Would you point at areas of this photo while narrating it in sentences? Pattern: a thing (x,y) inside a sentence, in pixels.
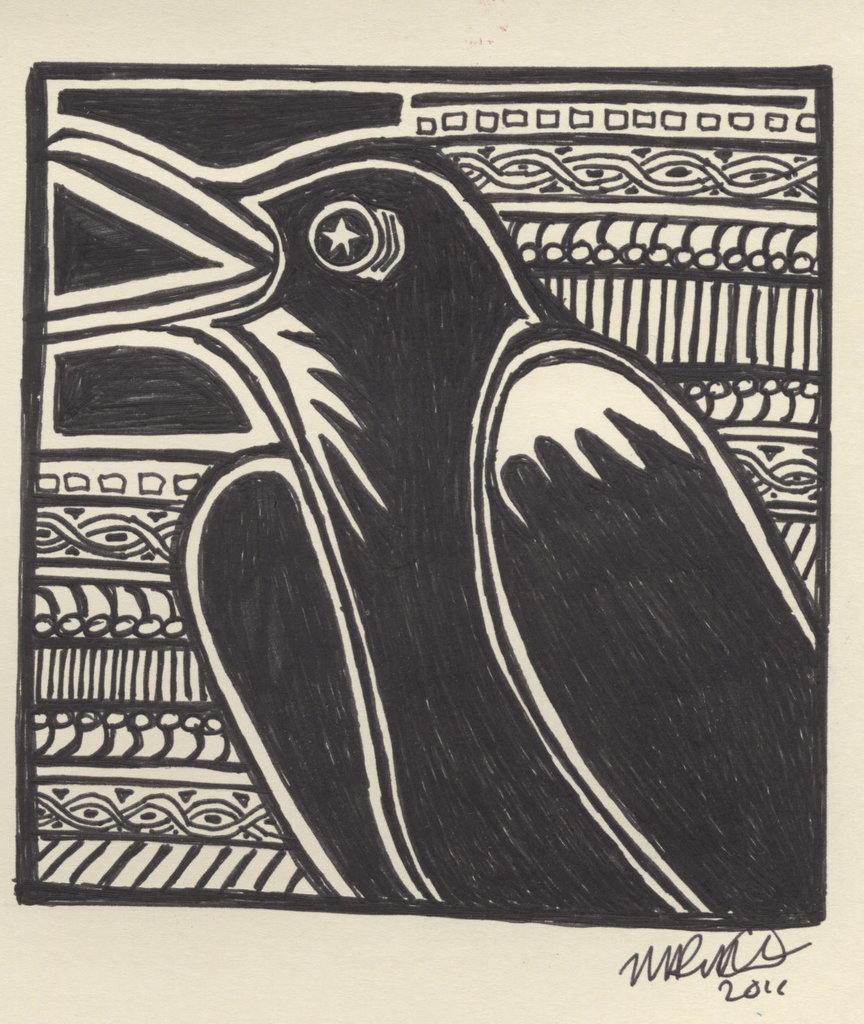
In this image we can see a sketch (298,562) of a bird (264,629) on the poster (344,746).
